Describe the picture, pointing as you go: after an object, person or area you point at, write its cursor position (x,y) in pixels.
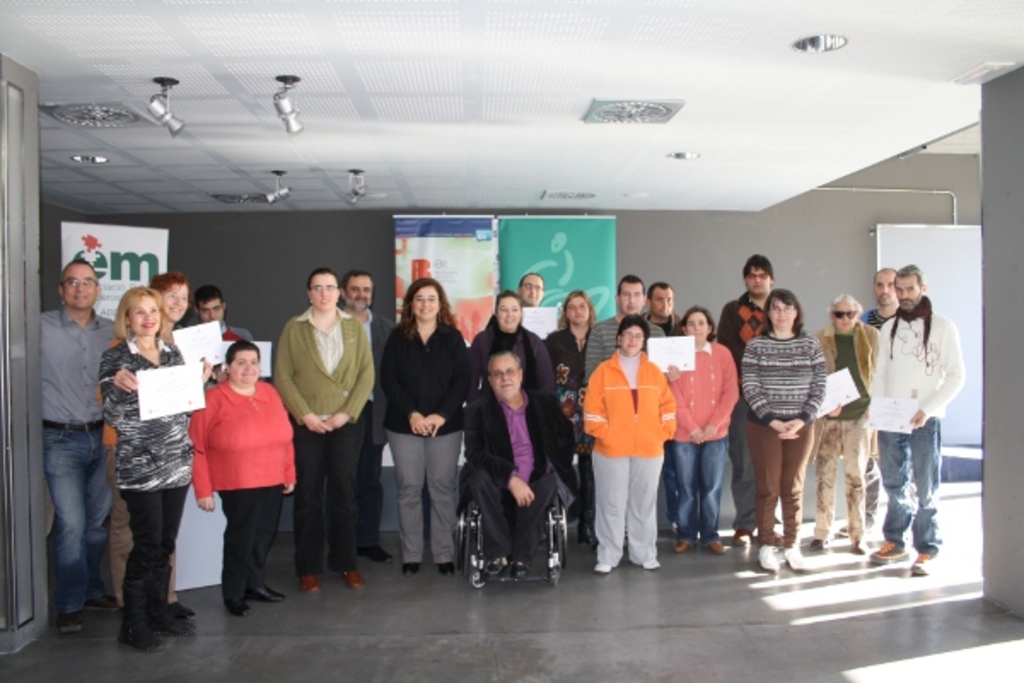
In this picture there are group of persons (668,317) standing where few among them are holding a certificate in their hands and there is a person (555,448) sitting in a wheel chair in front of them and there are few banners (440,262) behind them and there are few lights (280,97) attached to the roof (363,125) above them.
